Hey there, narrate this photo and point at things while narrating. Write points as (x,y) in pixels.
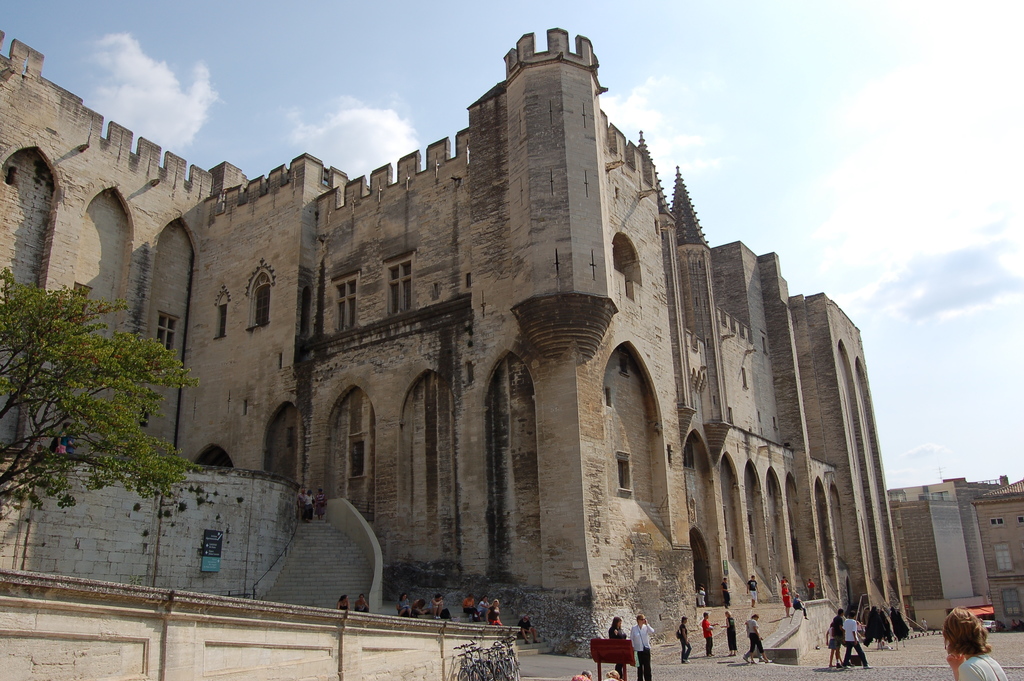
In this image we can see heritage building (534,370), people (434,615), stairs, plants (45,295) and in the background (378,75) we can see the sky (400,146).
